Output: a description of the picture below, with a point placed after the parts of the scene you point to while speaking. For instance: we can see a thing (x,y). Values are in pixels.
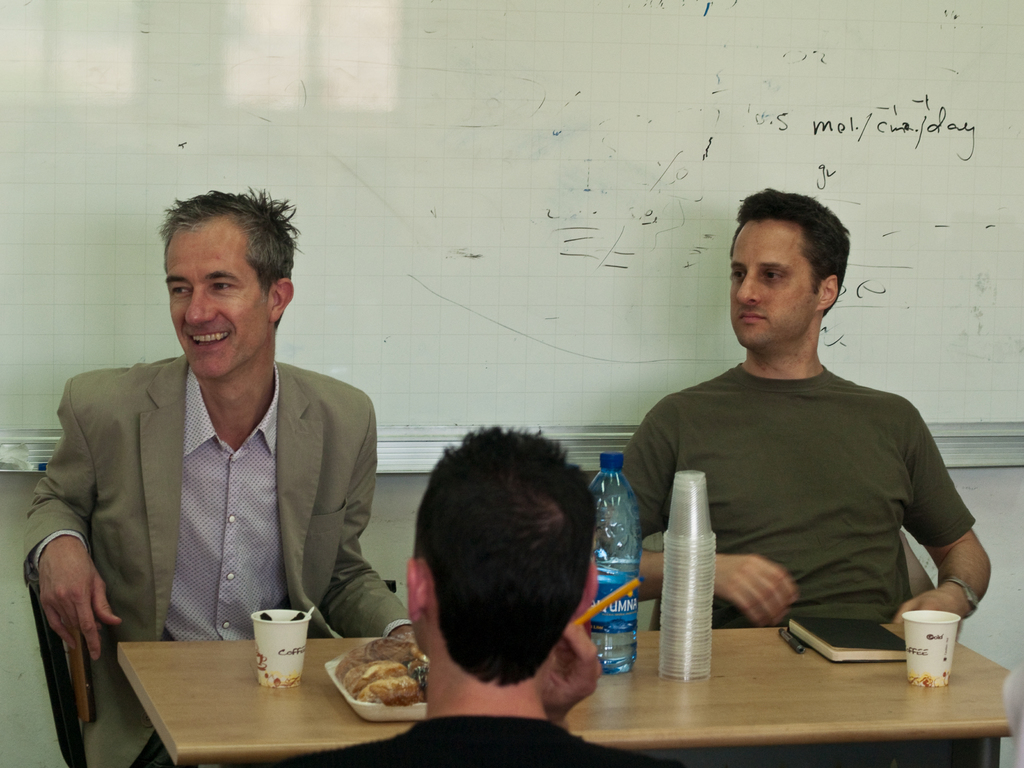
In this image I can see few men (744,322) are sitting. I can also see a smile (201,337) on his face (211,350). Here on this table (194,667) I can see few cups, glasses (692,664), a bottle (609,636) and food (386,666) in a plate (375,717). In the background (573,116) I can see a white board (440,148).
